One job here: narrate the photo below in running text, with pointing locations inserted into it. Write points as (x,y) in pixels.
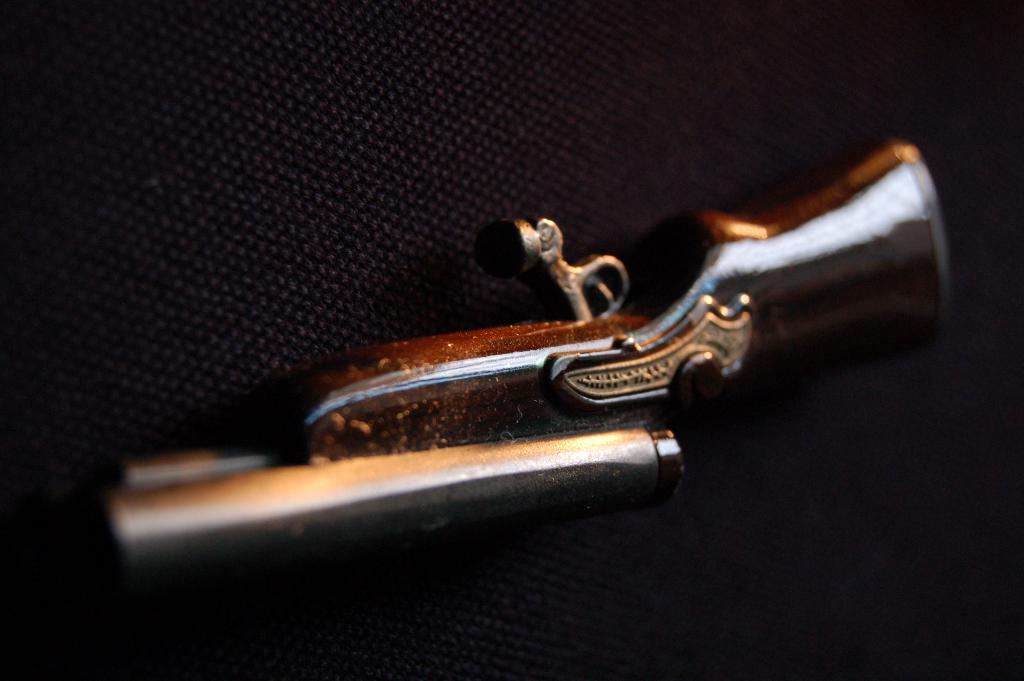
In this image we can see a gun (559,424) on the surface (582,210).
